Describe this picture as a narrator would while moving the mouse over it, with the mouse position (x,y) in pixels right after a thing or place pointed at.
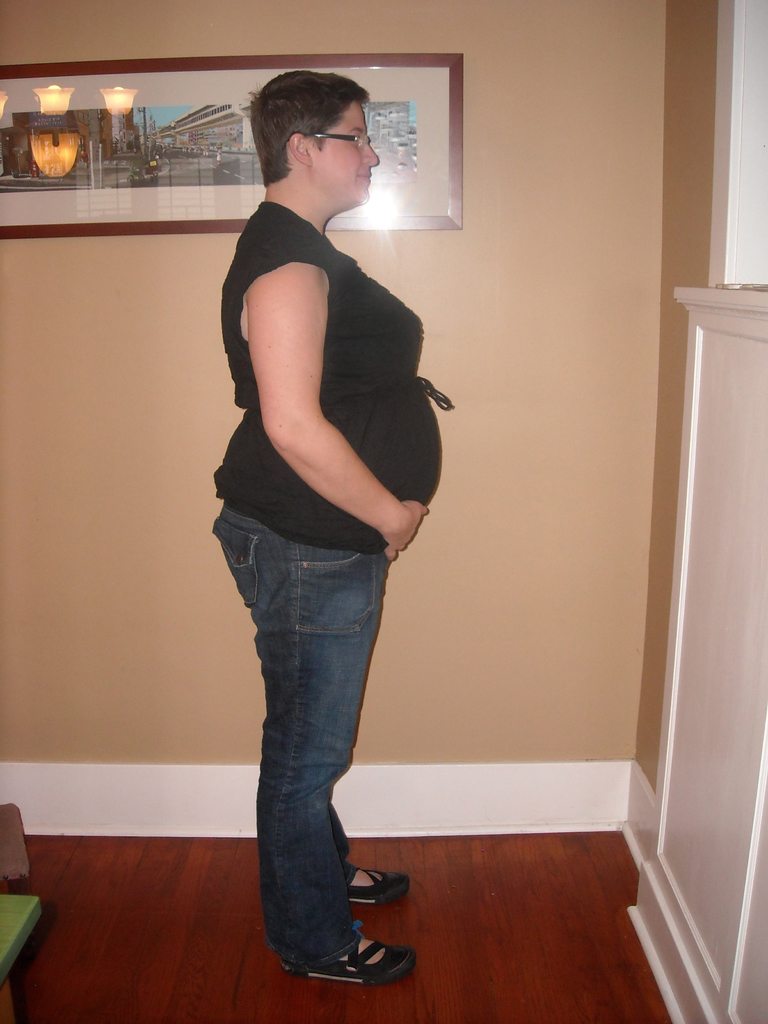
In this image we can see a woman (358,556) standing on the floor (378,857). Here we can see few objects (737,1013). In the background (588,654) we can see wall (466,552) and a frame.
